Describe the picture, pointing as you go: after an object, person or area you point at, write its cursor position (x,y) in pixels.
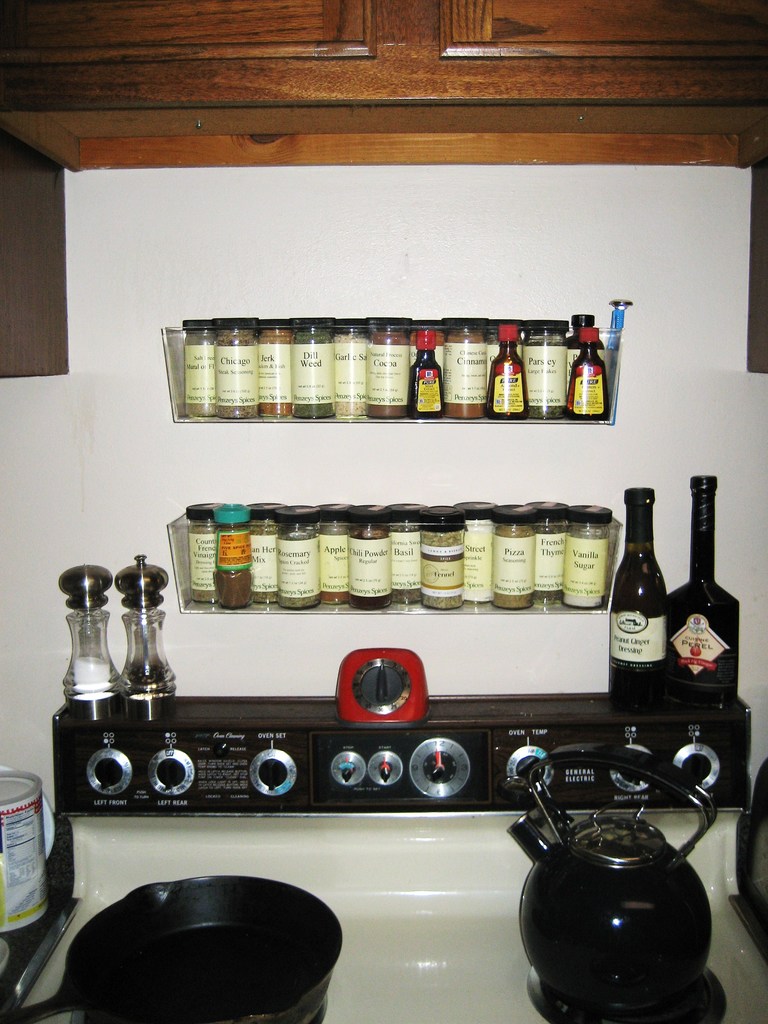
In this image there are group of glass jars (555,587), 3 bottles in a rack (168,358) fixed to a wall (654,350), stove (249,712) with 2 salt and pepper bottles (82,642), another 2 bottles (731,687), a pan (107,1016), a tea pot (633,832) and a wooden cupboard (335,156).
